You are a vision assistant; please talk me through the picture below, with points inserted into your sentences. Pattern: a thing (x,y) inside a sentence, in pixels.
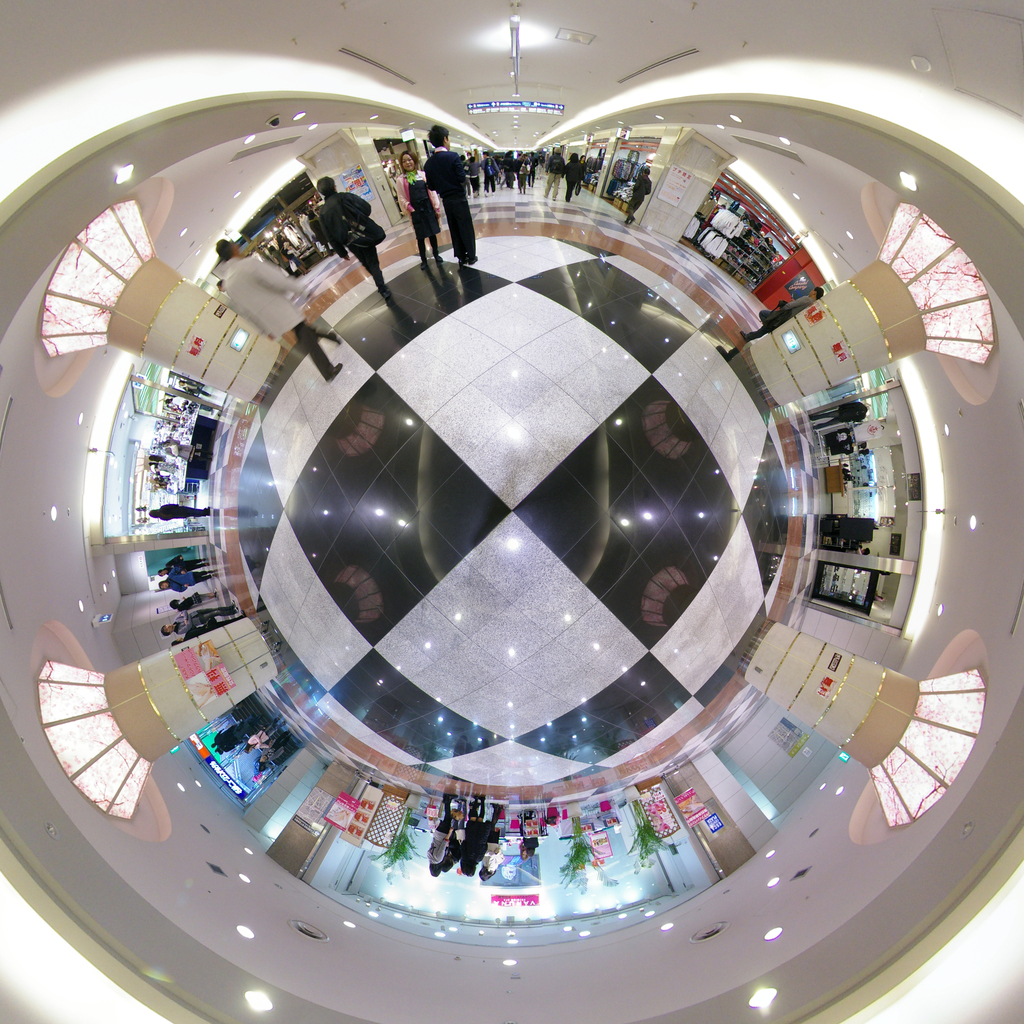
This image looks like it is edited and clicked in a shopping complex (367,368). There are many people (273,291) in this image. And the walls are in white color.
